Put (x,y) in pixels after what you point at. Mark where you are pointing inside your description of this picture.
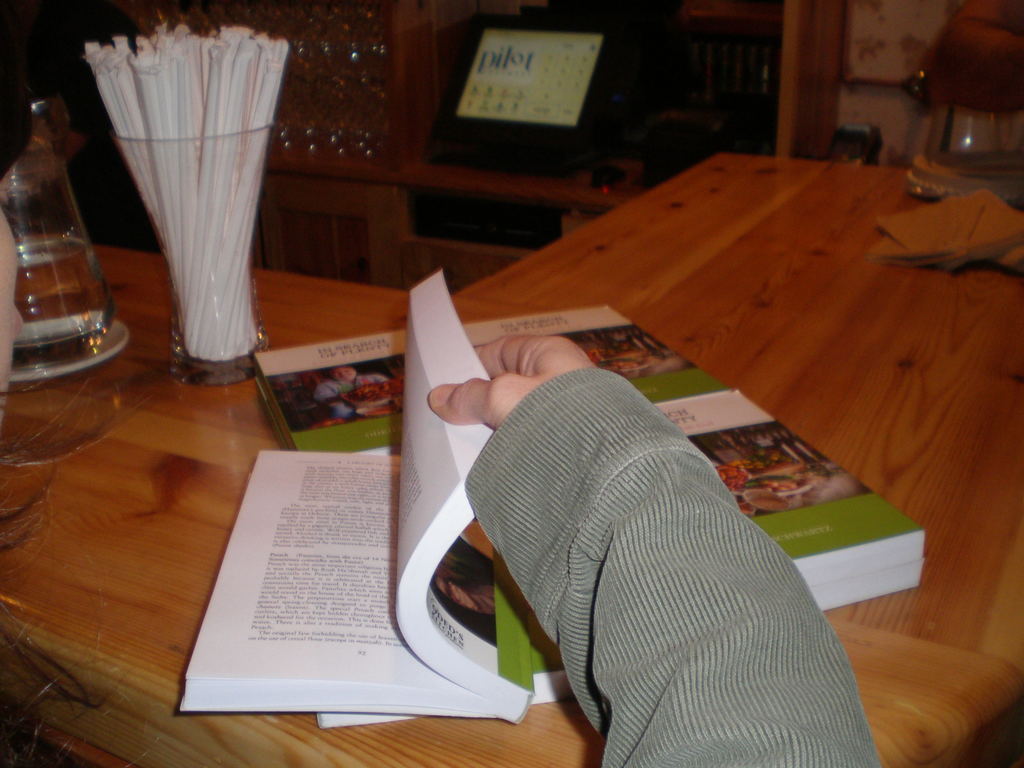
In this image in the center (408,441) there are many books (454,375) and one persons hand (526,365) is there, beside that books (305,349) there is one glass (185,210) and beside that glass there is another glass (52,287) and there is a wooden table (539,296) in the bottom (148,590) and on the top (539,47) there is one monitor (483,68) and cupboard (415,143) is there.
